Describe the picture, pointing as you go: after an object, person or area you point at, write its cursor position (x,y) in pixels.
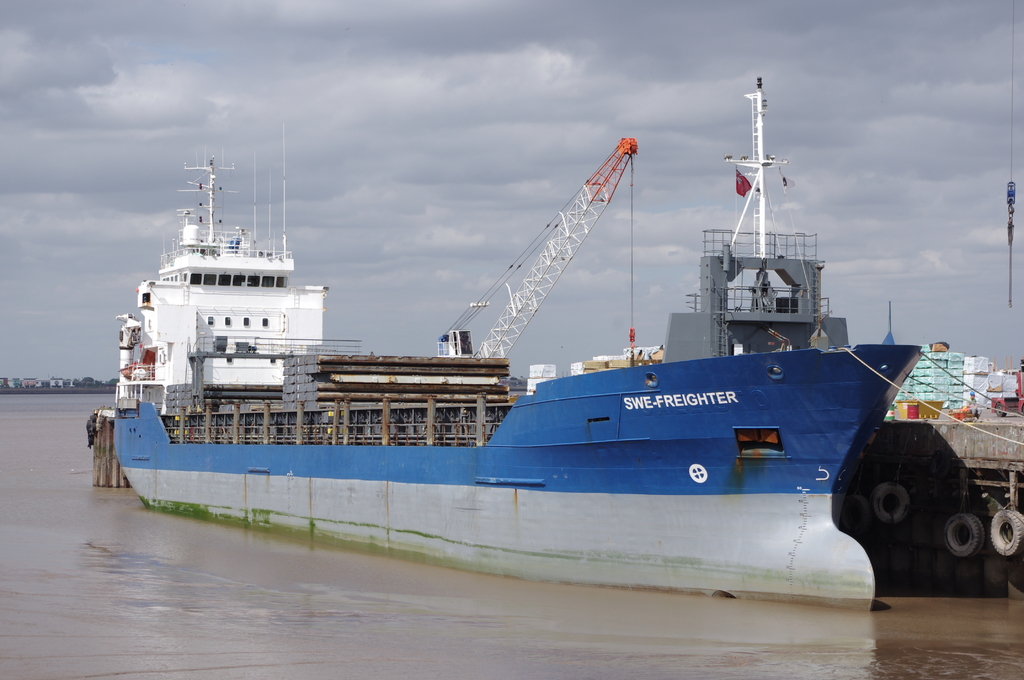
There is a ship (779,349) in the center of the image (563,447) on the water (348,666) and there is a rope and boxes (992,385) on a vehicle (1021,387) on the right side (1005,380). There are trees (88,383), houses (43,384), and sky (333,209) in the background area (362,170).
